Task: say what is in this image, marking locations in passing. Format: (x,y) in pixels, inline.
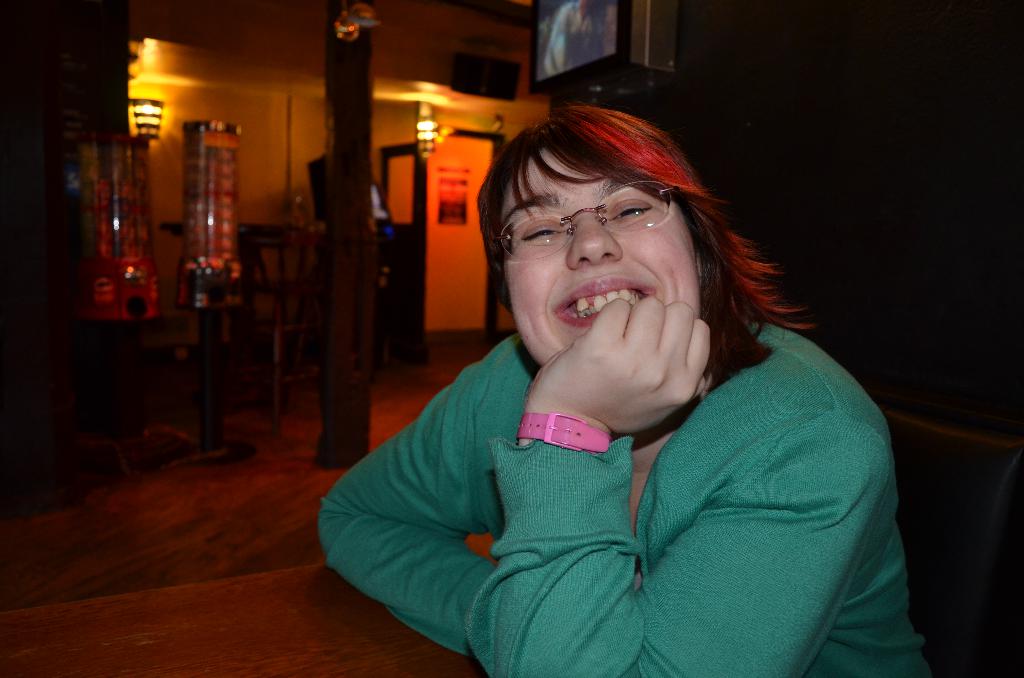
In this image, we can see a woman (574,388) who is wearing glasses (648,201) and sitting. She has a watch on her left hand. In the background (355,417), we can see a pole (364,410) and a few tables (275,311). There are a few glass containers (200,265) on stands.
